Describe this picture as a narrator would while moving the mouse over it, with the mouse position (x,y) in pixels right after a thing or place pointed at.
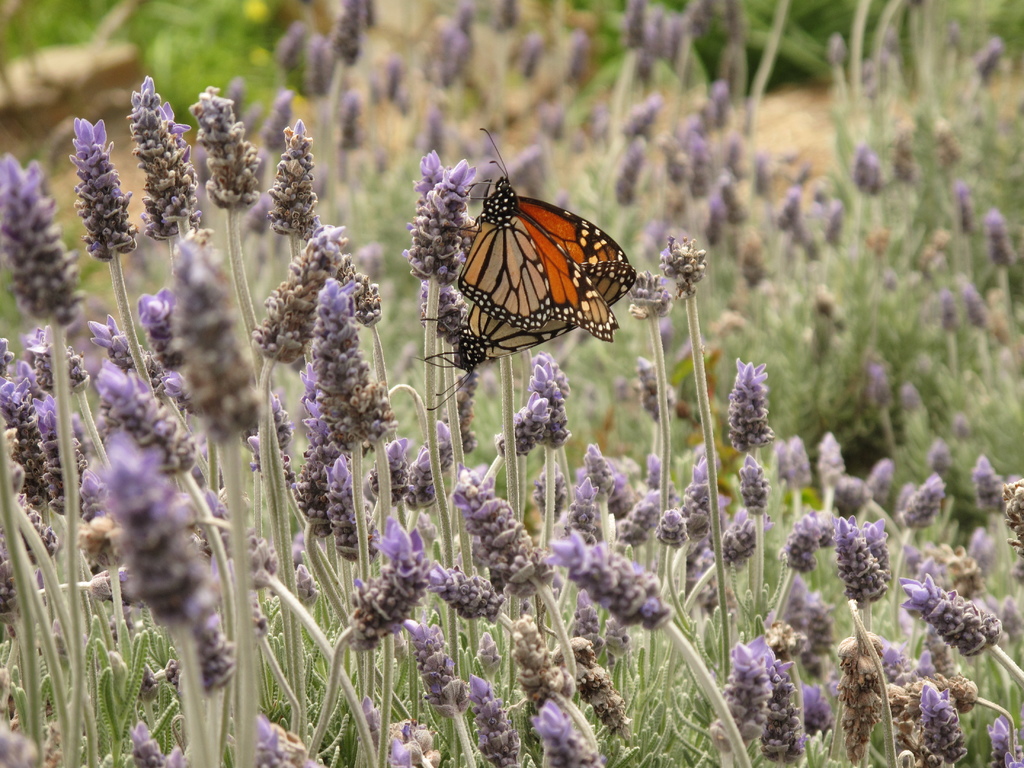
In the center of the image (569,305) we can see butterflies (619,281) on the flowers (421,235). In the background (141,271) there are plants (544,534) and we can see flowers (801,533).
